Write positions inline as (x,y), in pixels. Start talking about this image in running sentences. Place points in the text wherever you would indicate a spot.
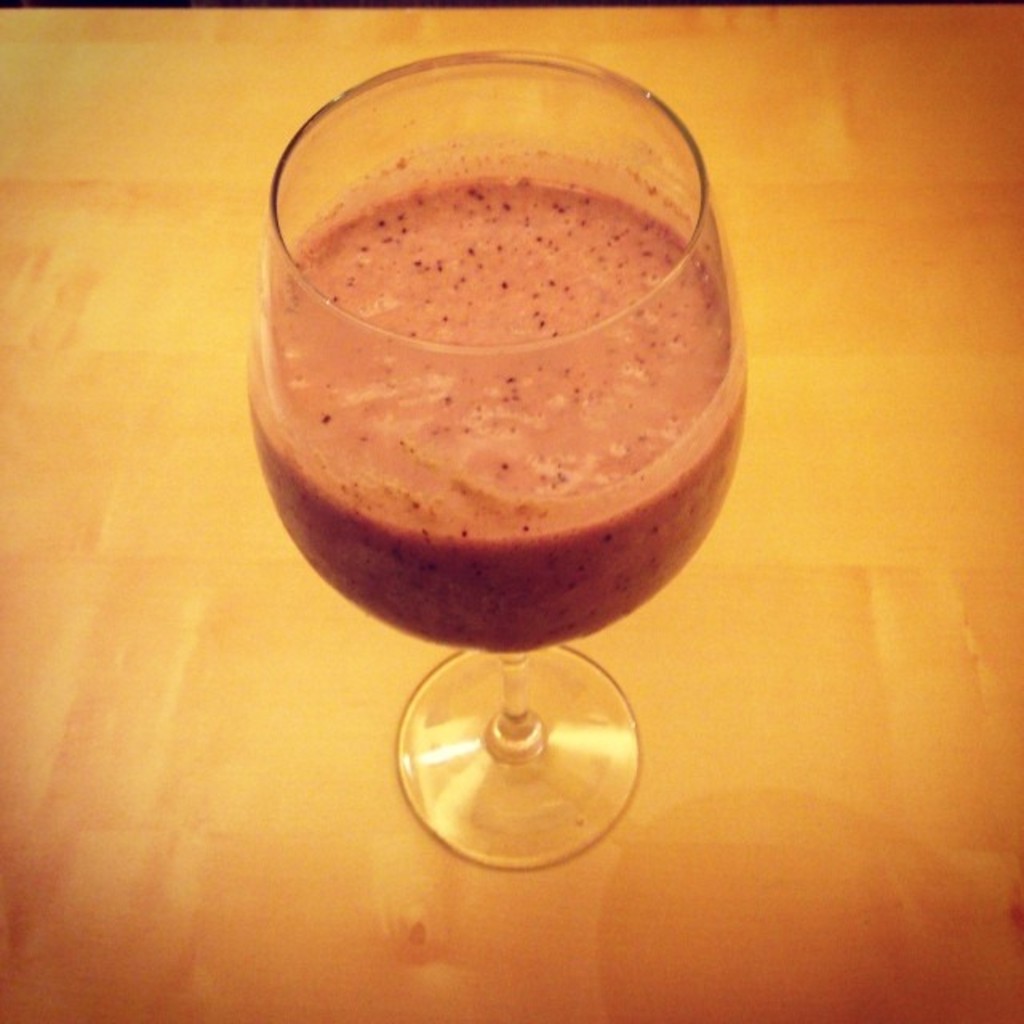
In the middle of this image (498,576), there is a glass (498,539) filled with a liquid (393,248), on which there are some ingredients (500,190). And this glass (554,479) is placed on a surface (720,697).
